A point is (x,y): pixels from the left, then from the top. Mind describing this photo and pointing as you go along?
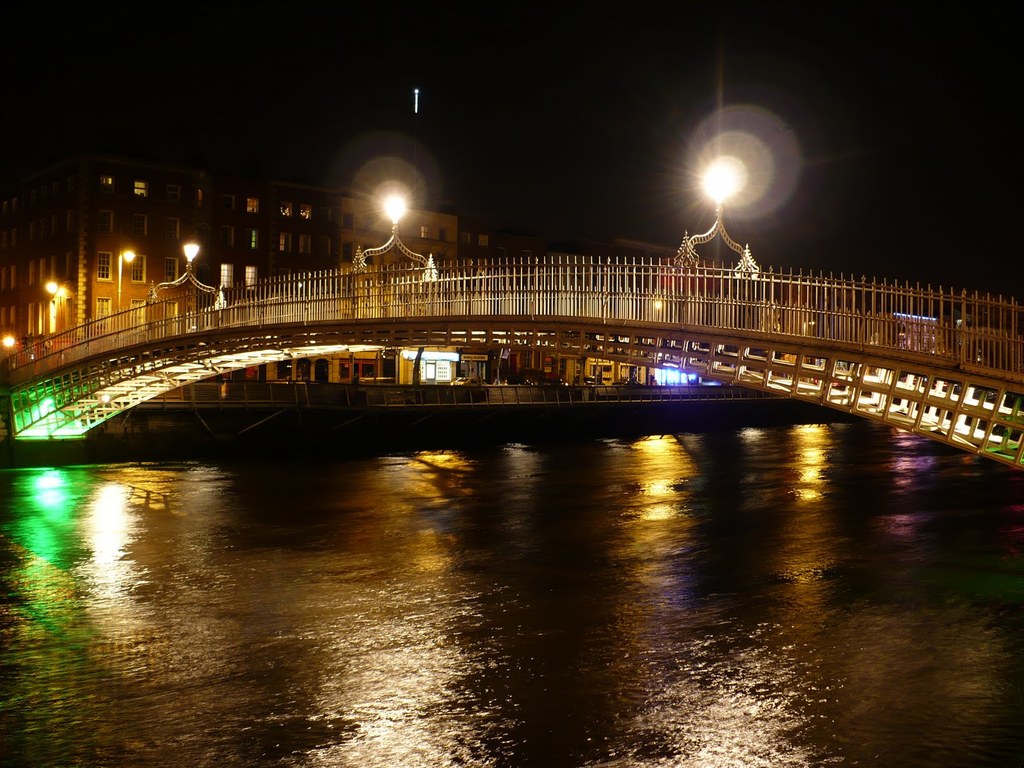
In the image we can see there is water (515,568) and on the top (390,239) there is a bridge (492,305). There are lightings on the bridge (472,320) and behind there are buildings (376,240).
